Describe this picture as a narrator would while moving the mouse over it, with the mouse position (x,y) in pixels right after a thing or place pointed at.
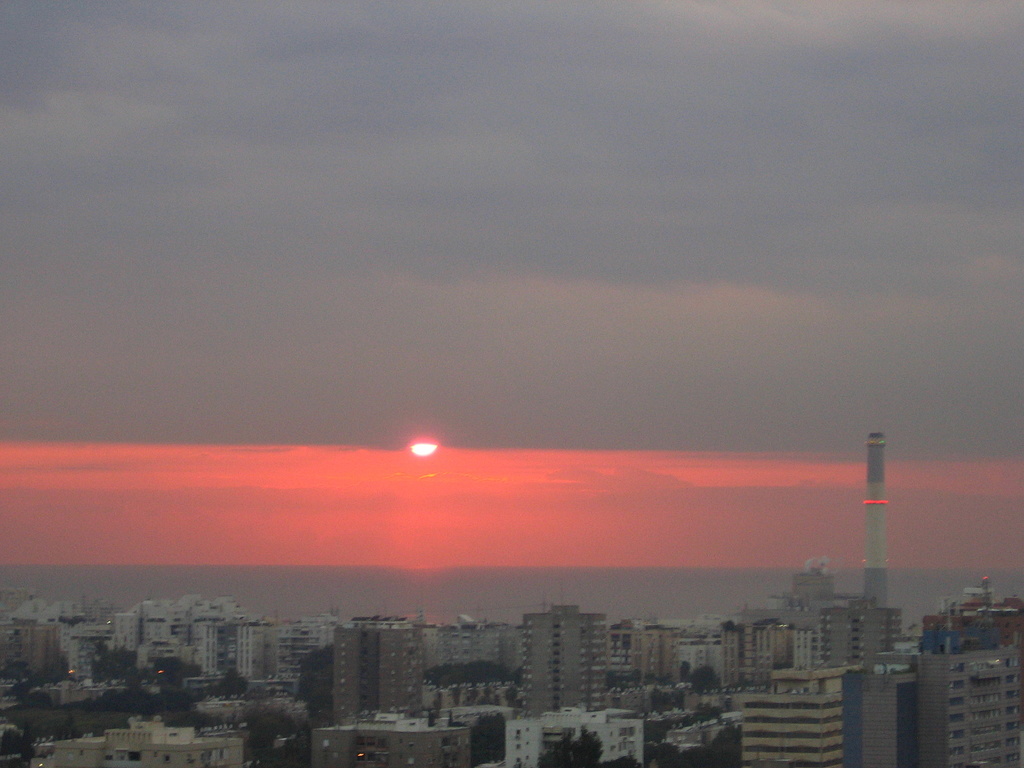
This is an aerial image on the top of the building (820,670) where there are many buildings (920,691) and we observe the sun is setting.
